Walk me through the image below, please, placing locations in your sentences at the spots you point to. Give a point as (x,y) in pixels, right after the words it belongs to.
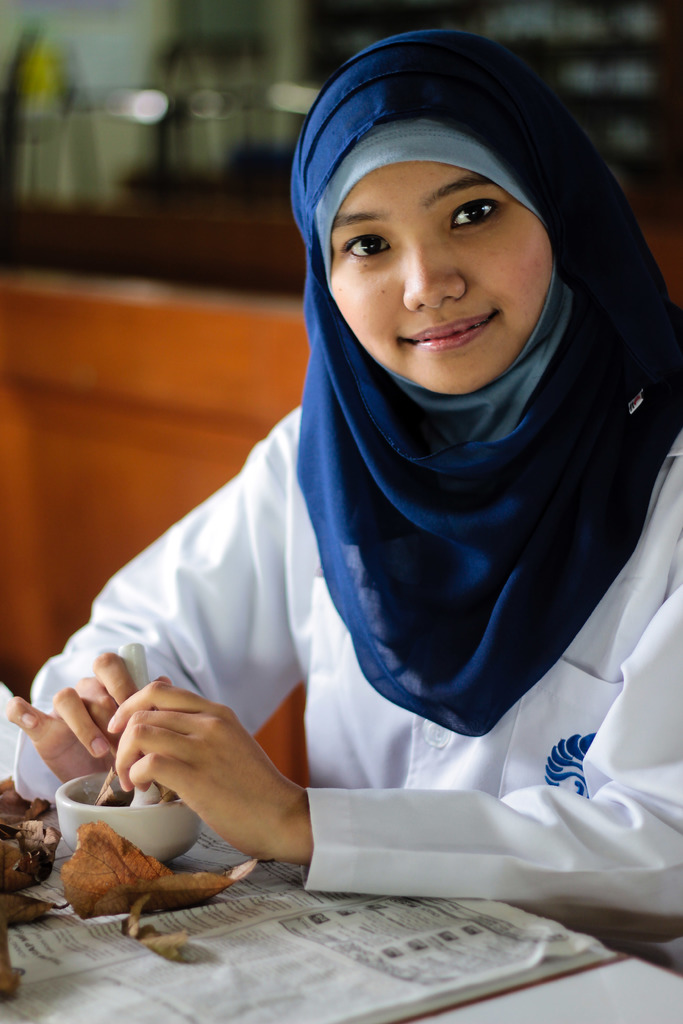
In this image, we can see a woman (613,720) sitting and smiling. She wearing a scarf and holding an object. At the bottom of the image (549,1002), we can see a white surface (504,1014). On top of that we can see paper (405,959), dry leaves (129,905) and bowl (130,831). The background of the image (643,104) is blur.
